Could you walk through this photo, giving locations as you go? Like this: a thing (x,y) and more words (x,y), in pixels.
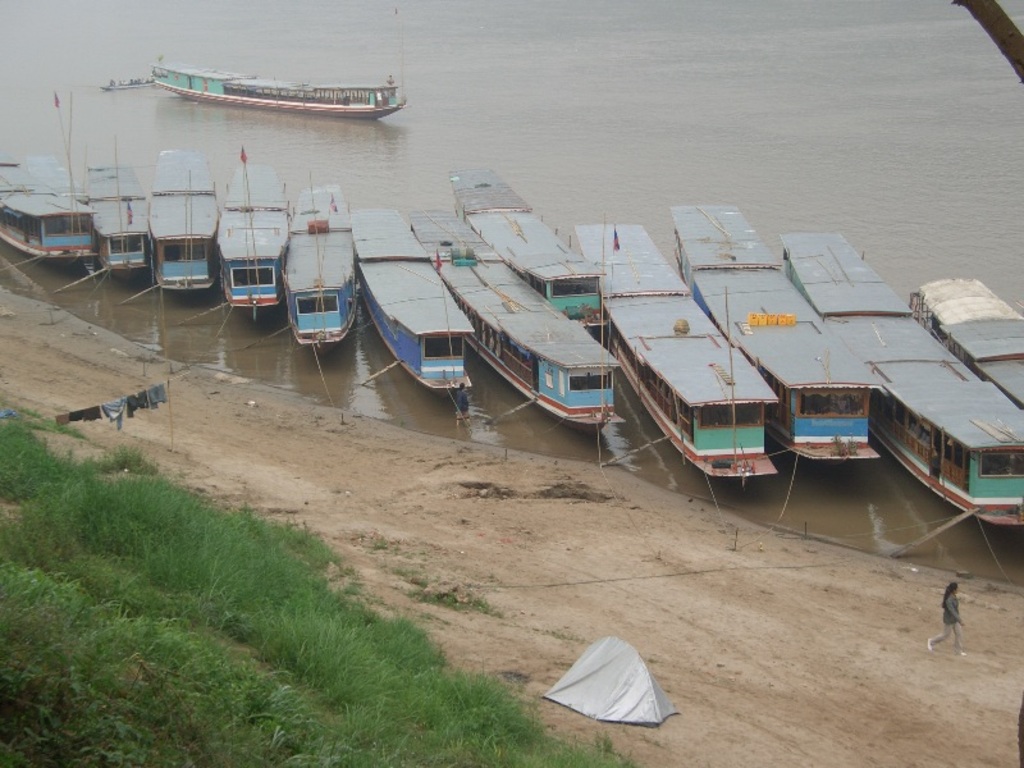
In this image there are so many boats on the water (926,527), beside that there is a girl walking on the mud road (950,682) and grass (319,663).
